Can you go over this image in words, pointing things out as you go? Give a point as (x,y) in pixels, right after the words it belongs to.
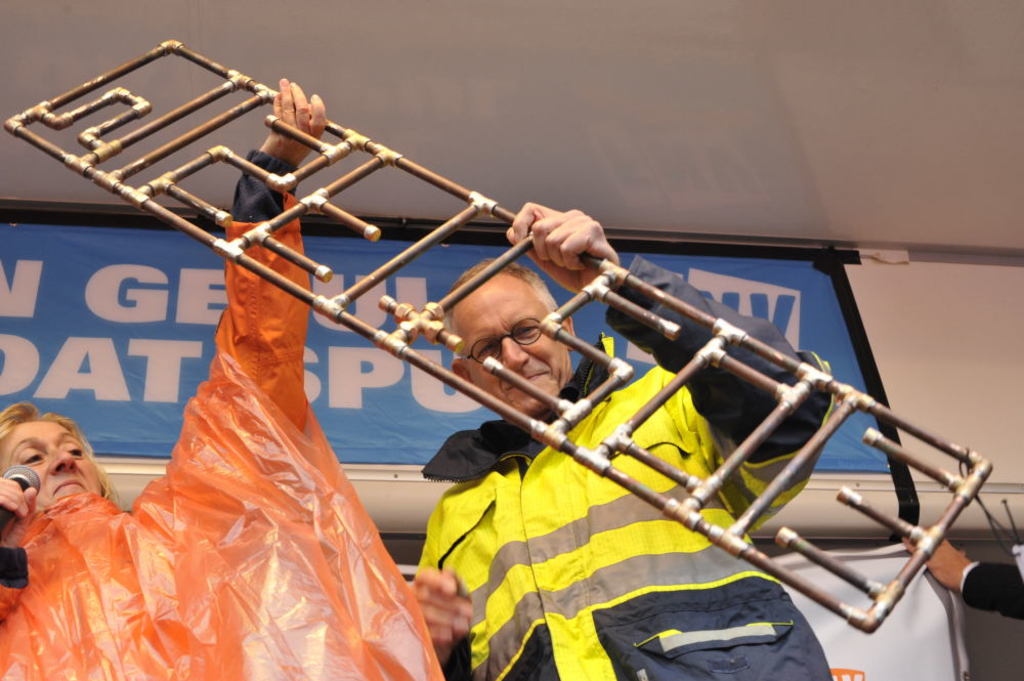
In this picture I can see a woman (273,465) and a man (594,420) who are holding a thing (307,297) in their hands (297,117) and I see that the woman (200,401) is holding a mic (28,487). In the background (20,391) I can see the wall (879,342) on which there is a banner (196,316) and I see something is written on it. On the right side of this picture (1018,597) I can see a hand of a person (995,595).
